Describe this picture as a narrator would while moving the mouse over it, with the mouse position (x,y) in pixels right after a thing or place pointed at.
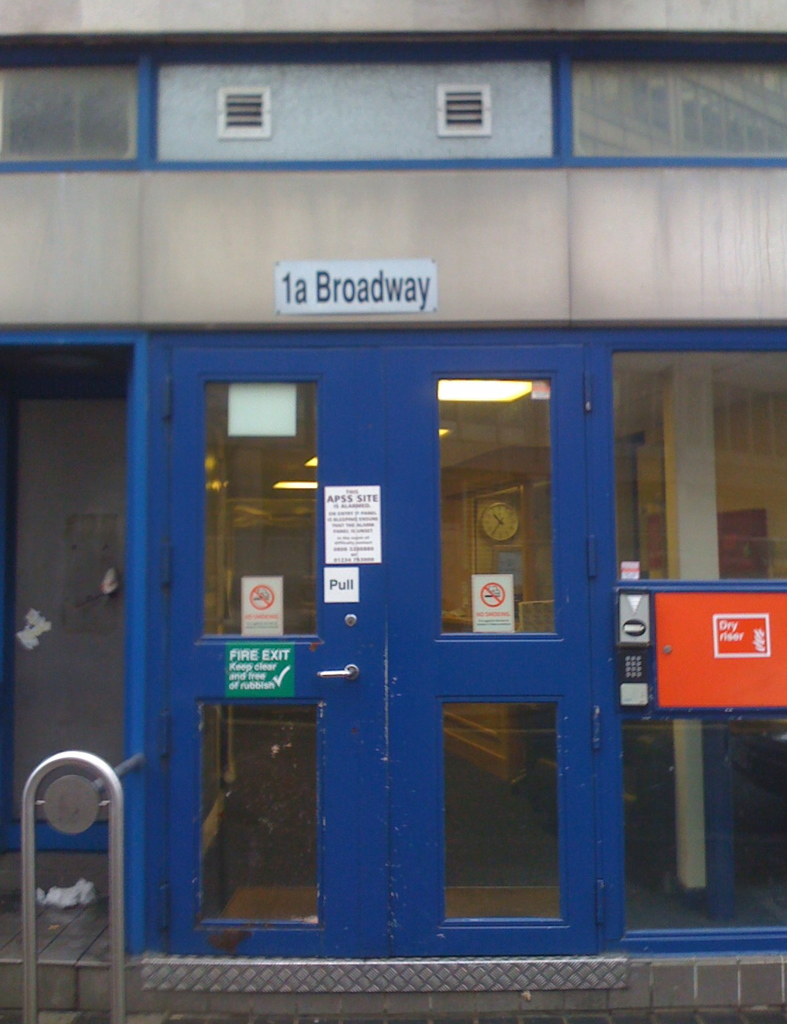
In this picture we can see boards (285,671), door (454,830), handle (341,673) and stand (28,924). Through glass (493,570) inside view is visible. We can see the lights (527,386) and the clock (492,523). On the right side of the picture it seems like a device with the keys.
